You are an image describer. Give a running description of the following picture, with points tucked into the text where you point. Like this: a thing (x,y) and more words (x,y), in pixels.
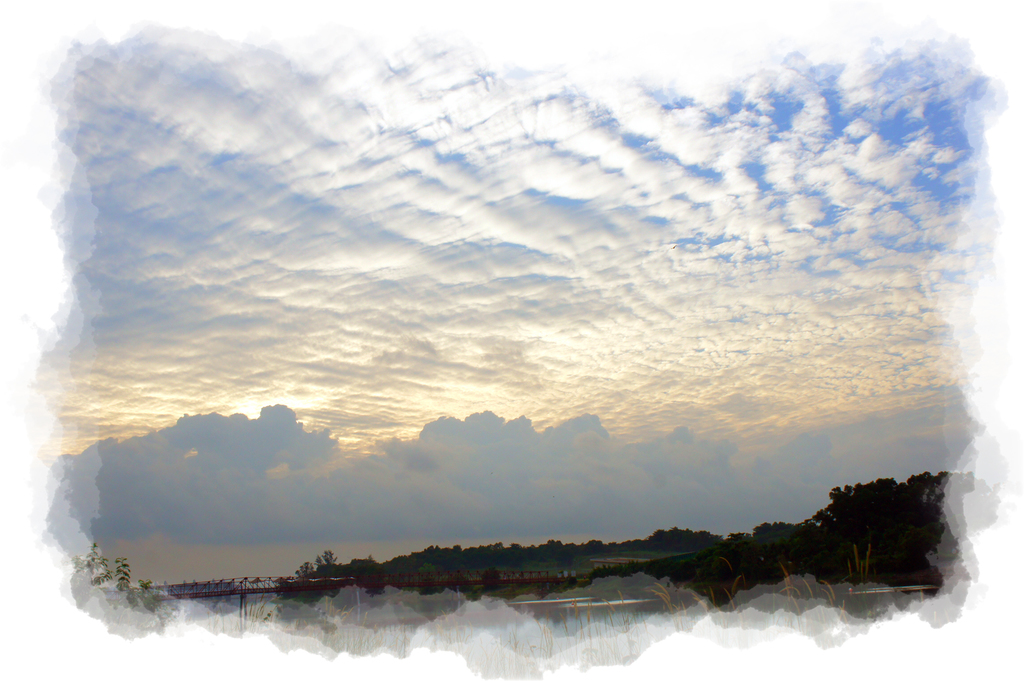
In this image I can see few trees (890,513), at left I can see a bridge (206,586) and the sky (488,225) is in blue and white color.
